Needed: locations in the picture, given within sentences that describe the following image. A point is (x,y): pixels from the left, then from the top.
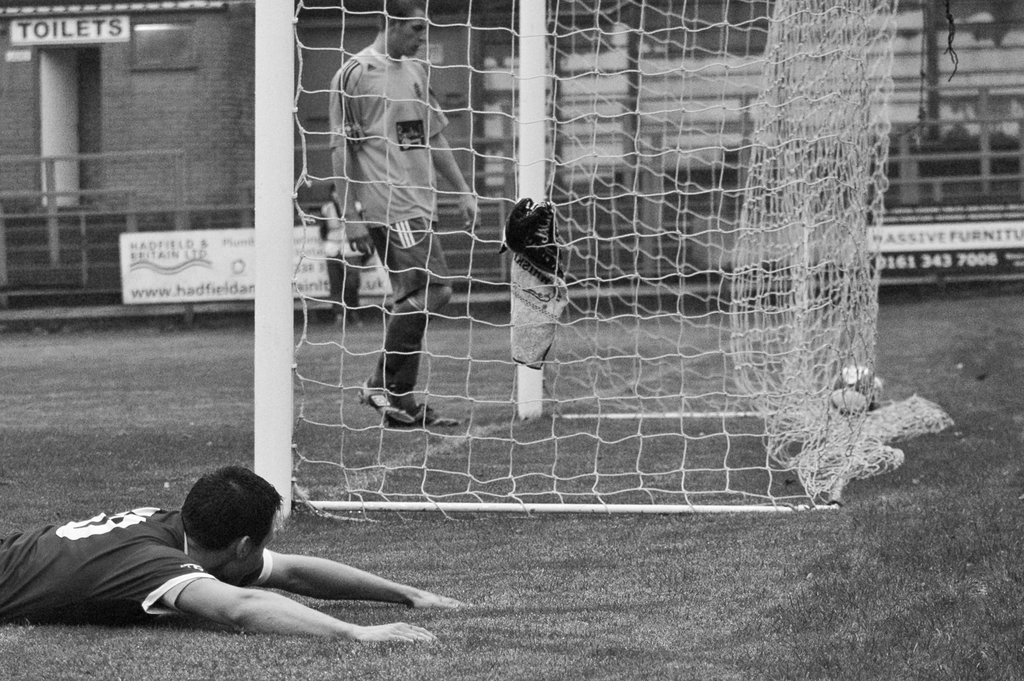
It is a black and white image taken in a playground (428,562). In the center (595,307) there is a net fence (711,148). In this image there are two persons (417,207) standing and one person (172,559) lying on the ground (582,636). In the background (64,75) there is building (119,113), text board (186,266) and also fence (959,156).
